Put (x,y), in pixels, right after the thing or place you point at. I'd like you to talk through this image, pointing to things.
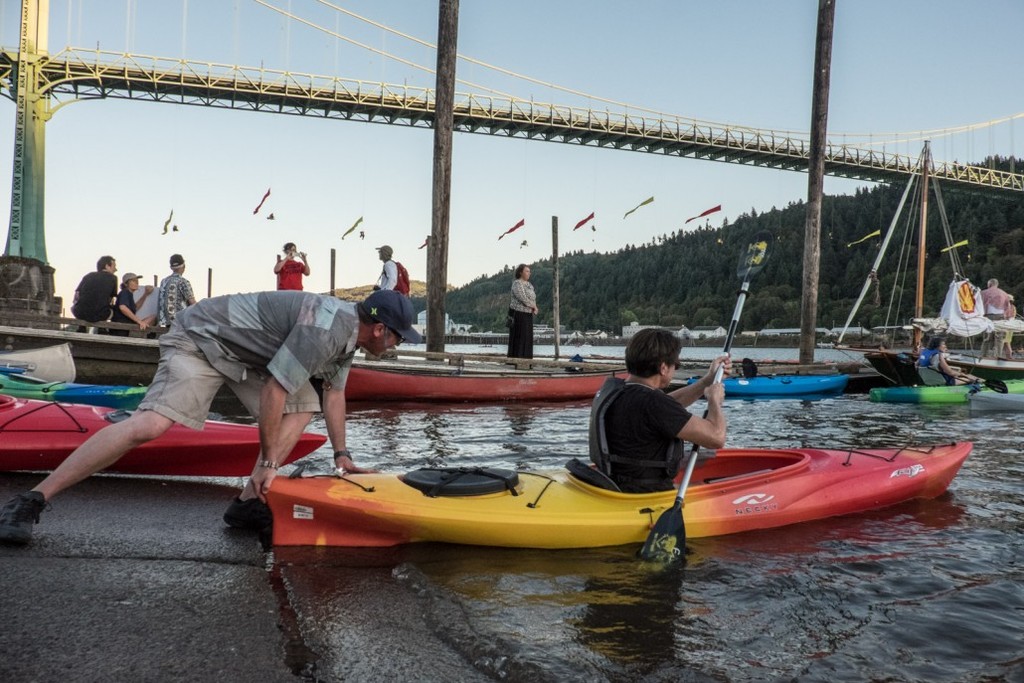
In this image, we can see persons (511,338) wearing clothes (205,398). There are some boats (458,387) floating on the water (547,433). There is a hill (987,222) on the right side of the image (980,250). There are poles (807,252) in the middle of the image (437,251). There is a bridge (468,119) and sky (487,57) at the top of the image (594,23).
